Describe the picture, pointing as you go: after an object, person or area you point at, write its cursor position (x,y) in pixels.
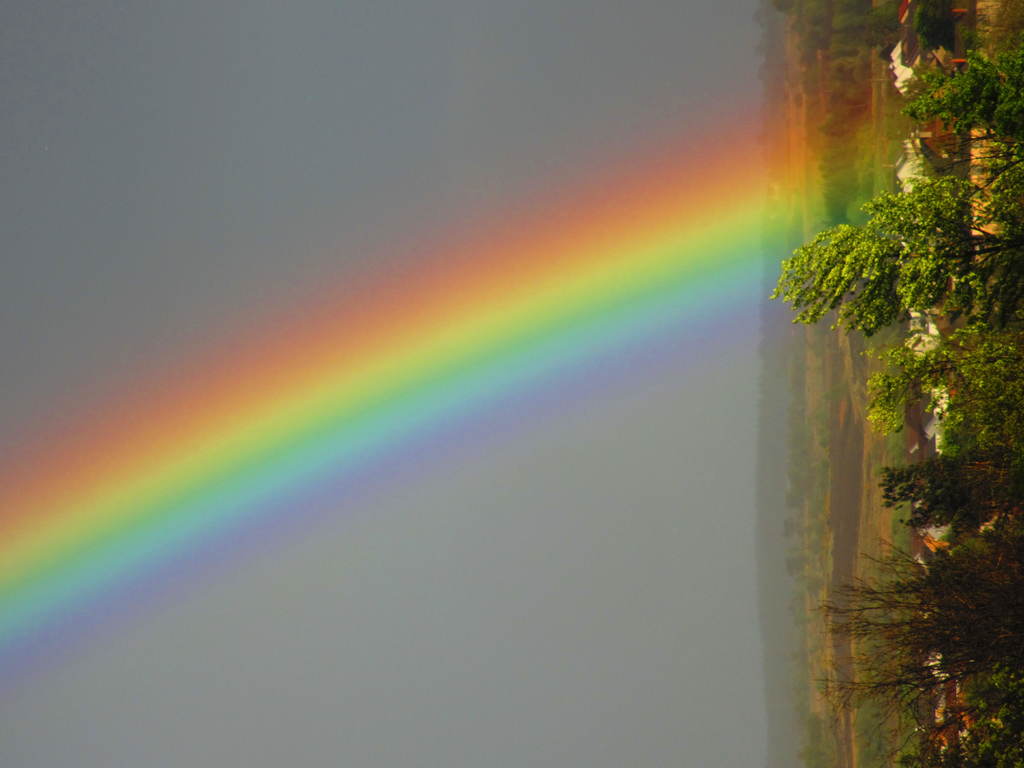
In this image there are plants (936,379) on the right side (923,371). In the middle (497,393) there is a rainbow (458,377). At the top (380,77) there is the sky (380,77). On the right side (909,118) top there are few houses (903,178). It is a vertical image.
